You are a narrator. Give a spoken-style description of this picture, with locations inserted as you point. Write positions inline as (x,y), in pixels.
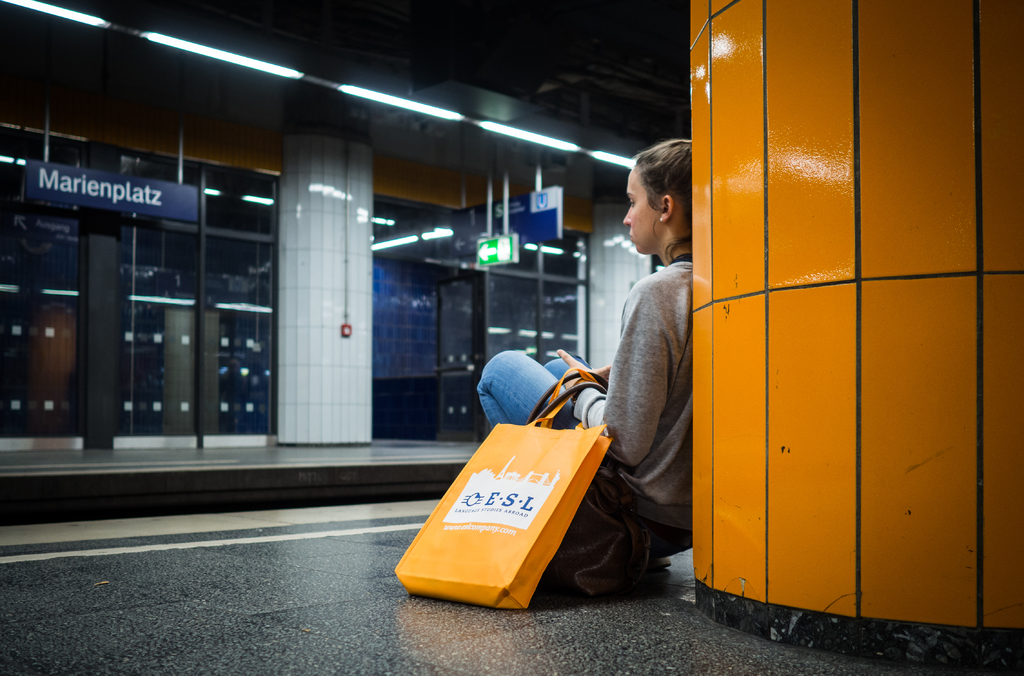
In this picture we can see a woman (678,538) with a bag (636,558) on the ground (641,601), here we can see pillars (753,379), name boards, lights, glass doors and some objects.
